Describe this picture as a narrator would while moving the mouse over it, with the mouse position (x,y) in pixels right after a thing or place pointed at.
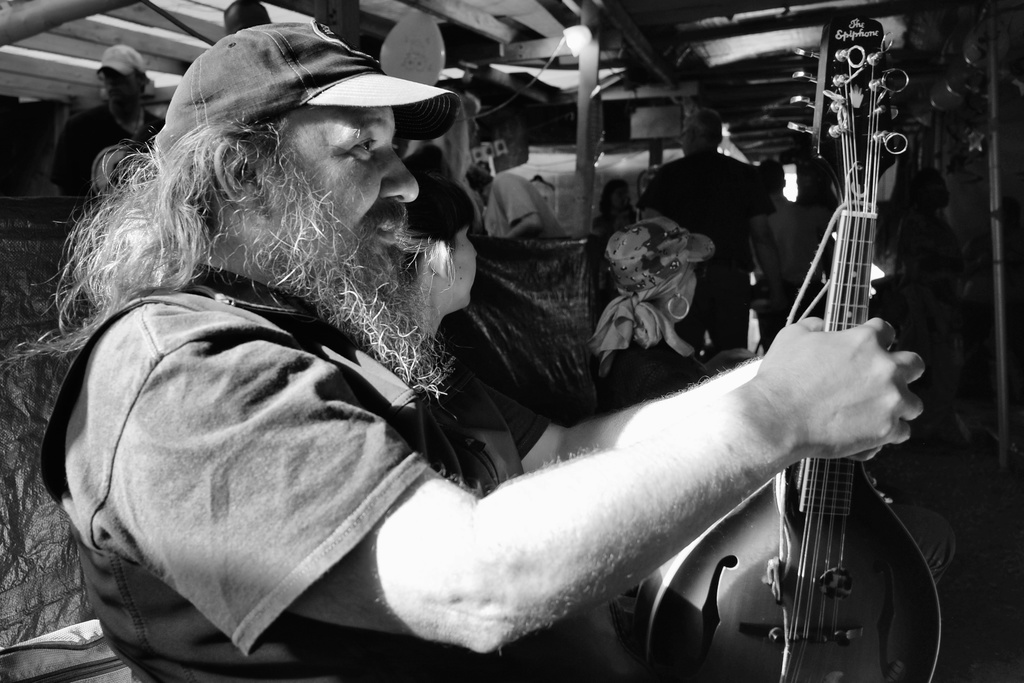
In this picture there is an old man (380,413) with beard (399,320) and cap (326,91) on, holding a mandolin (826,641) in his hands (826,351), and beside him there is a woman (468,255) sat. There are several people (620,201) in the background (741,217) walking and stood. It seems to be open air flea market (150,52) or under a shed (351,15).
